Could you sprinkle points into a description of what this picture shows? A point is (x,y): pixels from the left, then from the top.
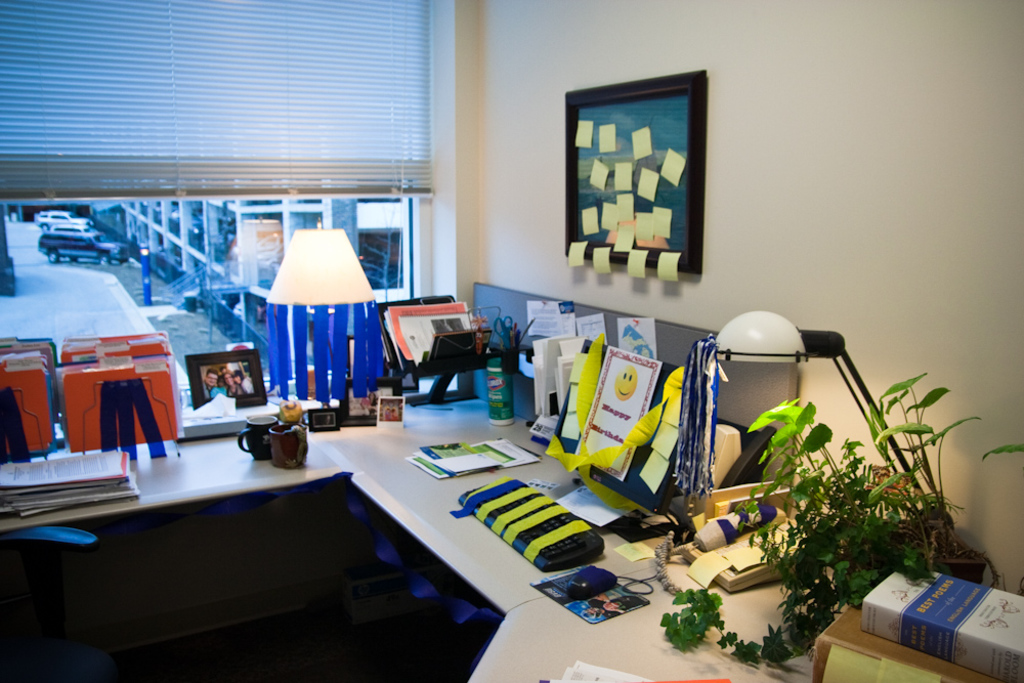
In this image there is a view of inside of a room (494,196), there is a table (362,480) towards the bottom of the image (362,480), there are objects (393,377) on the table (266,485), there is a wall (855,144) towards the right of the image (893,141), there is a photo frame (626,154) on the wall (578,45), there is a glass window (180,273), there is a blind (171,66) towards the top of the image (147,66), there is a building (183,224), there is road (42,275) towards the left of the image (27,278), there is an object (11,272) towards the left of the image (4,217), there are cars (79,239).
